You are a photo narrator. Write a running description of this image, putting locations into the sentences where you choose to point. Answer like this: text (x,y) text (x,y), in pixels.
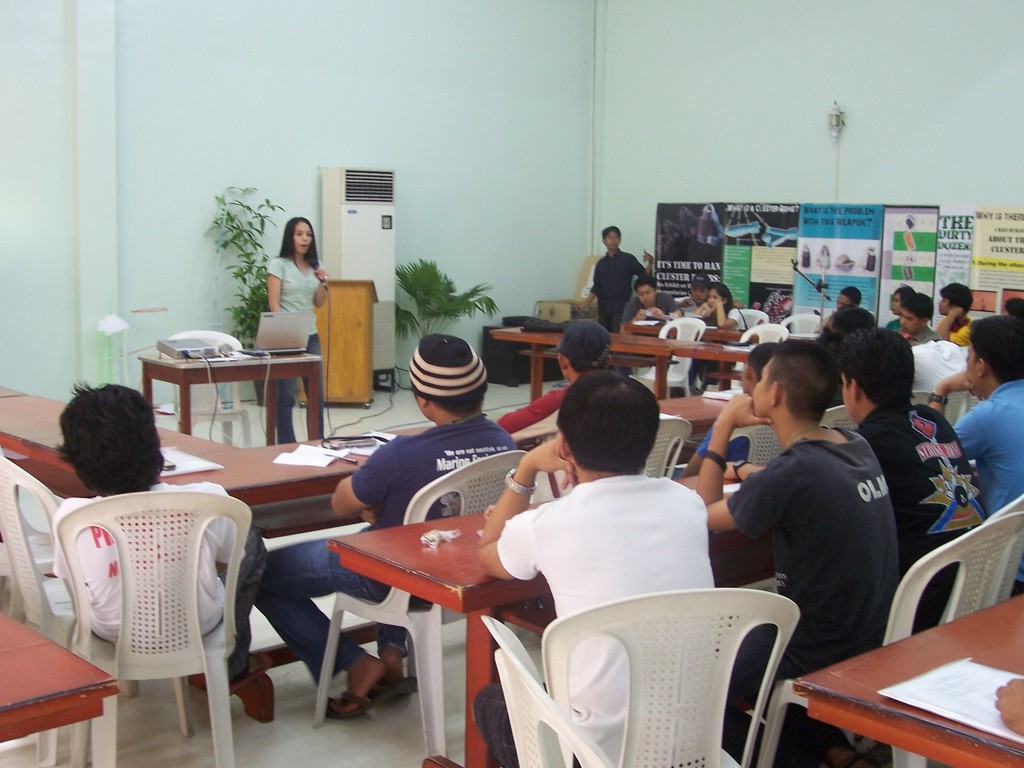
There is a group of people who are sitting on a chair (208,498). There is a wooden table (324,477) in front of these people (675,500). Here we can see a woman (280,426) standing on the top left (293,231) and she is speaking on a microphone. This is a wooden table (244,362) where a laptop (262,313) is kept on it.
